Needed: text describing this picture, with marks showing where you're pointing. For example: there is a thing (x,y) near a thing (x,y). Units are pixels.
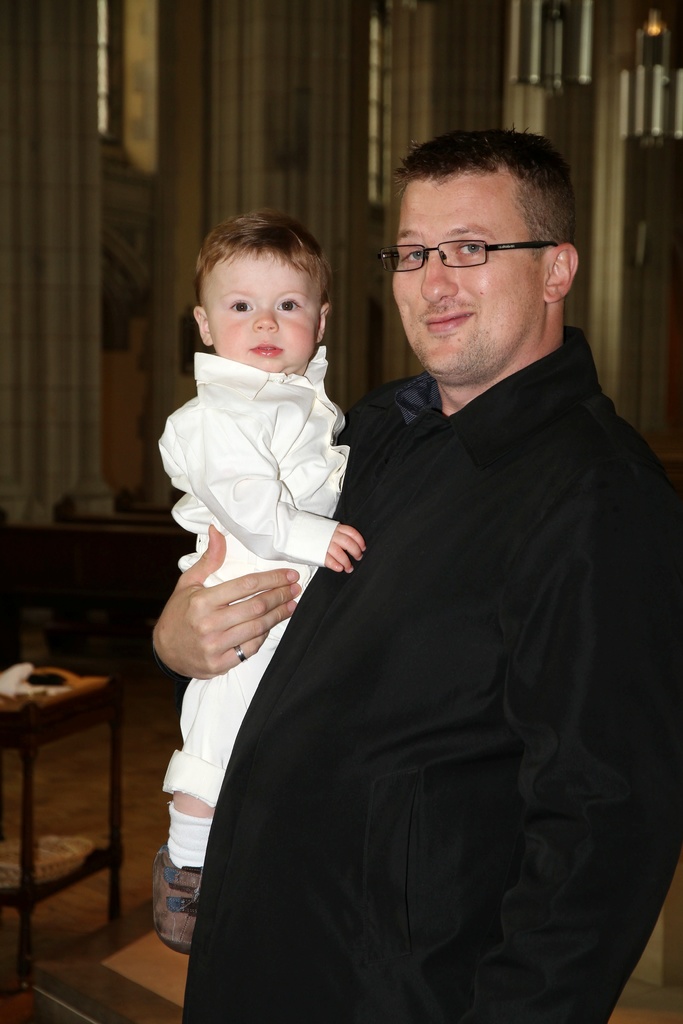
In the foreground (529,632) I can see a person (525,619) is holding a kid (262,530) in hand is standing on the floor (160,957). In the background (16,688) I can see a table (39,730), some objects (35,682), metal rods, pillars (327,129) and lights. This image is taken may be in a hall (681,280).
